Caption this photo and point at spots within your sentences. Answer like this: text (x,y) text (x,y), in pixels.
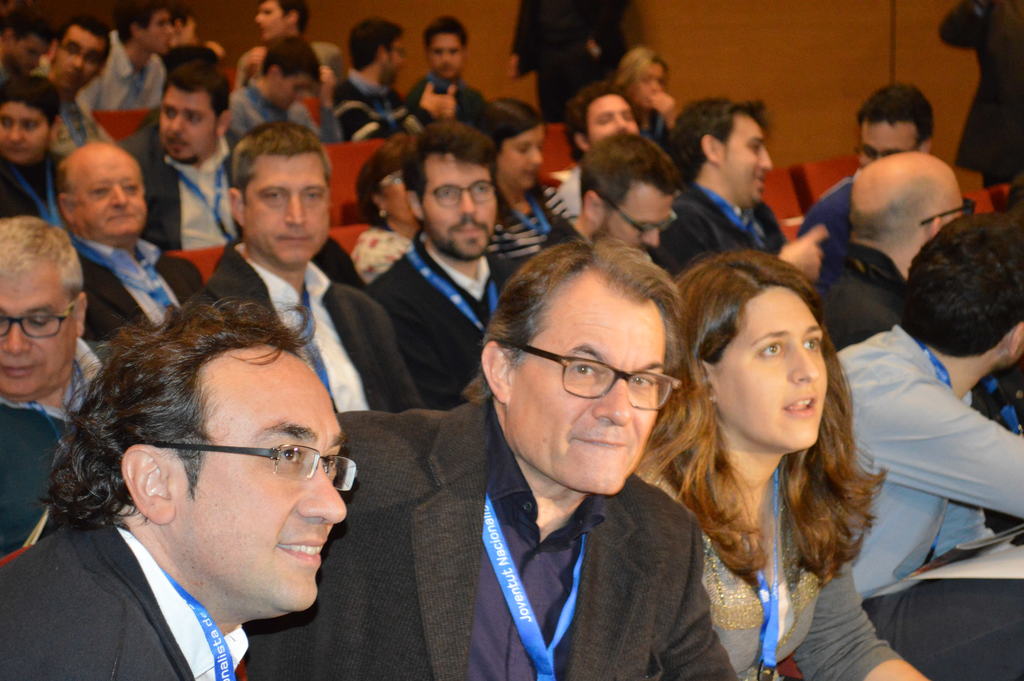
In the picture I can see people (845,251) wearing dresses (883,547) and identity cards (941,524) are sitting on the chairs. The background of the image (158,10) is slightly blurred, where I can see a few more people (131,167) sitting on the chairs (356,216) and a few more people (1006,95) standing.
